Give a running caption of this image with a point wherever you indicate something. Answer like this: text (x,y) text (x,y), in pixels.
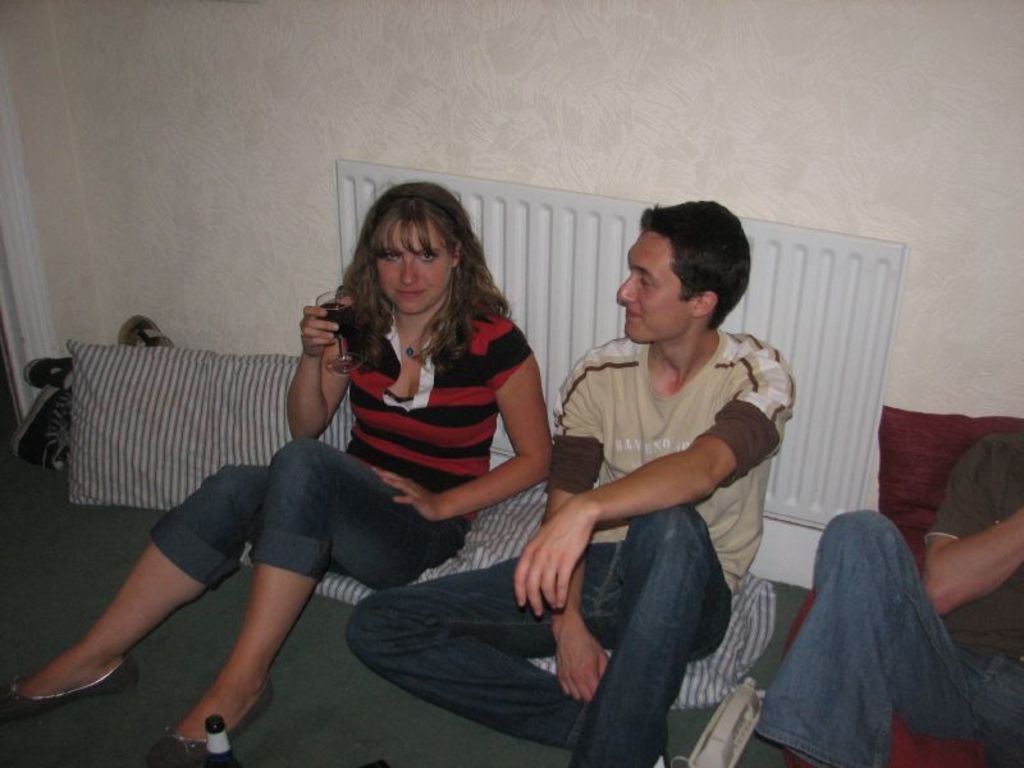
In this picture I can see there is a woman (353,558) and a man (745,471) sitting here on the floor (22,472) and there is another person (967,618) sitting on the maroon cushion (968,754) onto right side (948,656). In the backdrop (318,159) I can see there is a wall (322,99).
